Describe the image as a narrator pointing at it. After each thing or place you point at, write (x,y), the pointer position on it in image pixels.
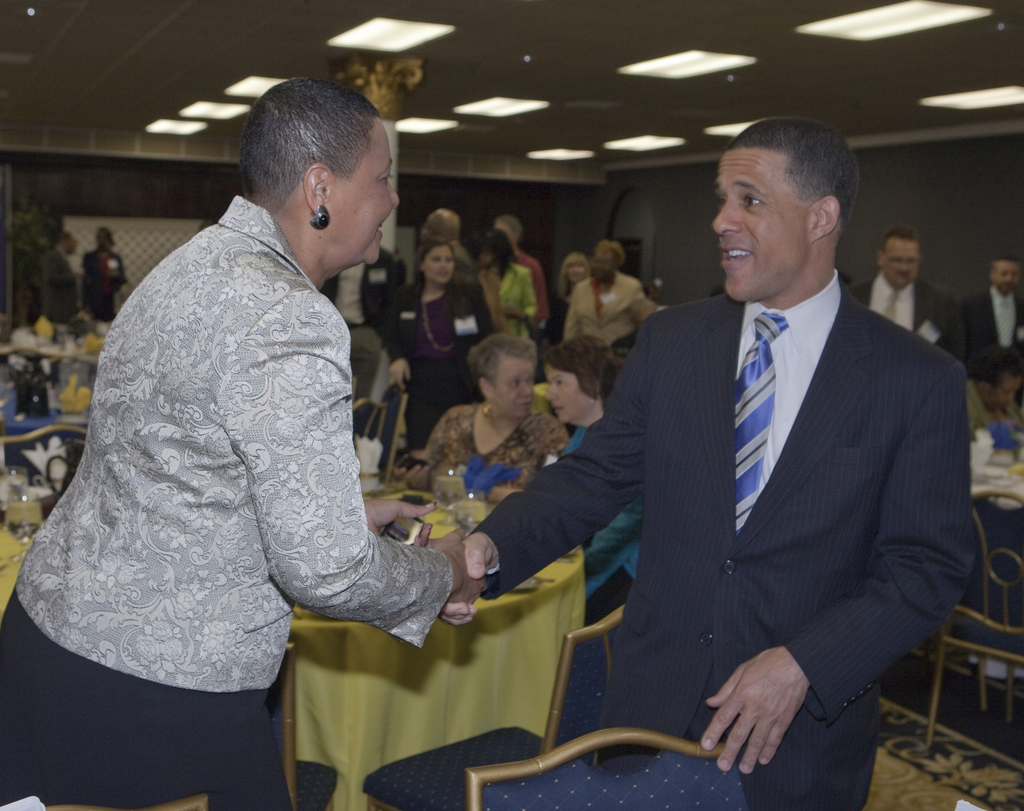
In the foreground of the image (263,608) there are two people (636,628) shaking hands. In the background of the image (362,341) there are many people (628,288). There are tables (441,626) and chairs (317,767) in the image. At the top of the image (798,77) there is ceiling (474,86) with lights (626,149).
